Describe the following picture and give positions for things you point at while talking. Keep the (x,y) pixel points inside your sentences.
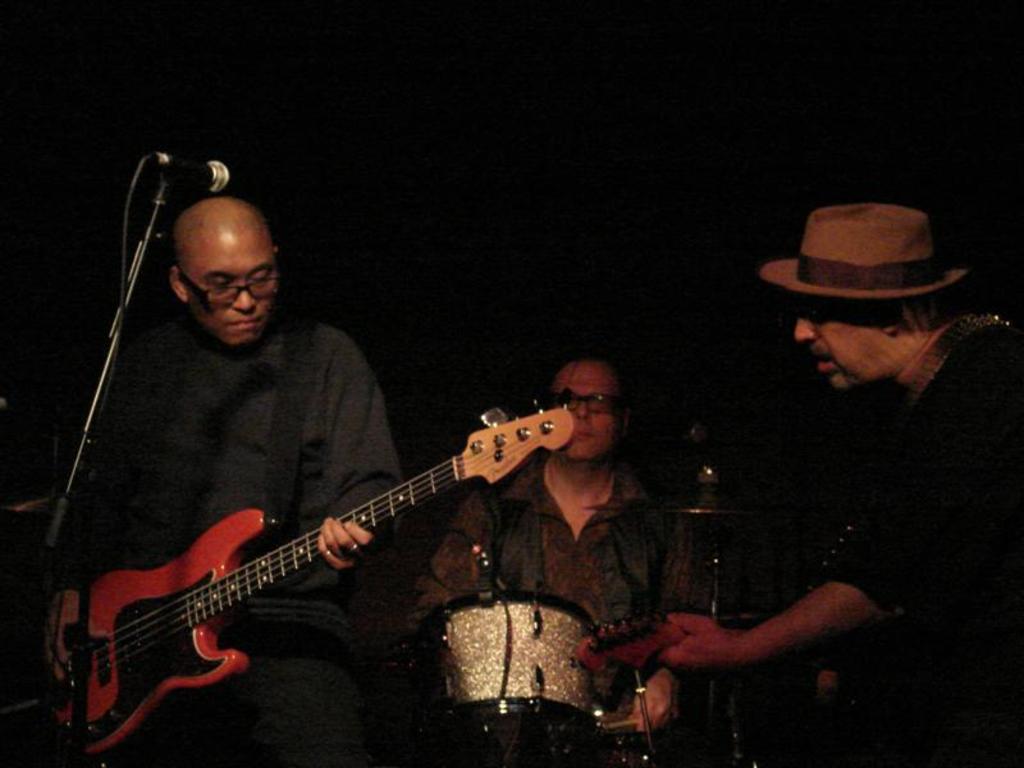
In this picture there are three musicians (543,481). The man (300,495) to the left corner (176,496) and the man (886,485) to the right corner (871,487) are playing guitars (182,637). The man (524,584) in the center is playing drums (544,594). There is a microphone (135,260) at the left corner of the image (159,160). The background (443,179) is dark.
